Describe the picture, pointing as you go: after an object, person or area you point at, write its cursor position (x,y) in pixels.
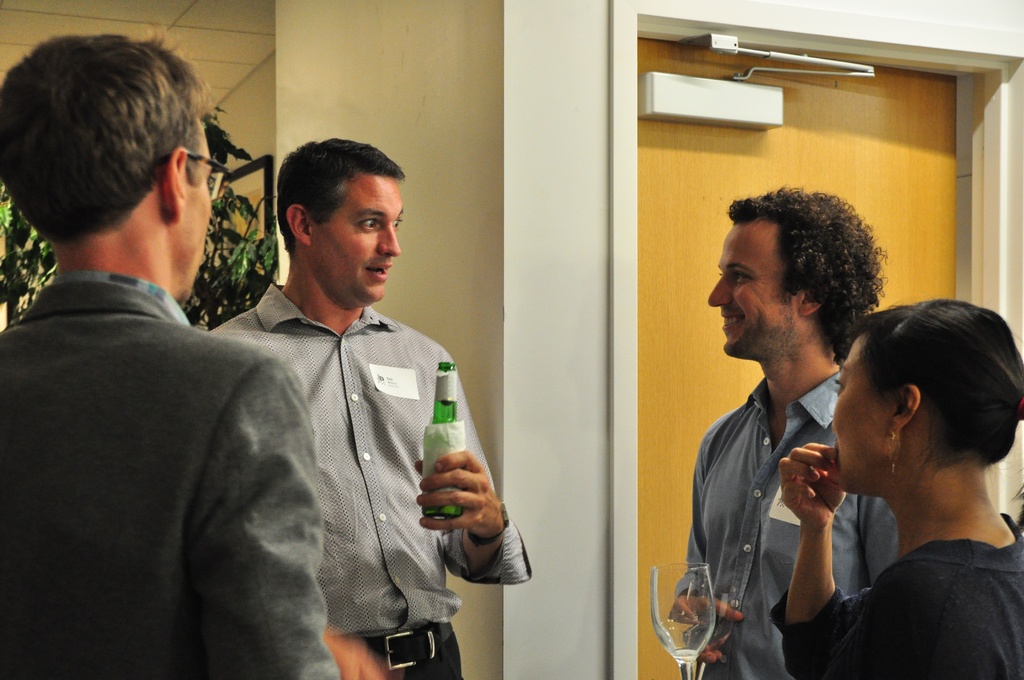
In this picture we can see four persons (826,536) standing here, this man (356,500) is holding a bottle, there is a glass (686,629) here, in the background (692,173) there is a door (656,203), we can see a wall (575,161) here, on the left side (222,270) there is a plant (244,234).
